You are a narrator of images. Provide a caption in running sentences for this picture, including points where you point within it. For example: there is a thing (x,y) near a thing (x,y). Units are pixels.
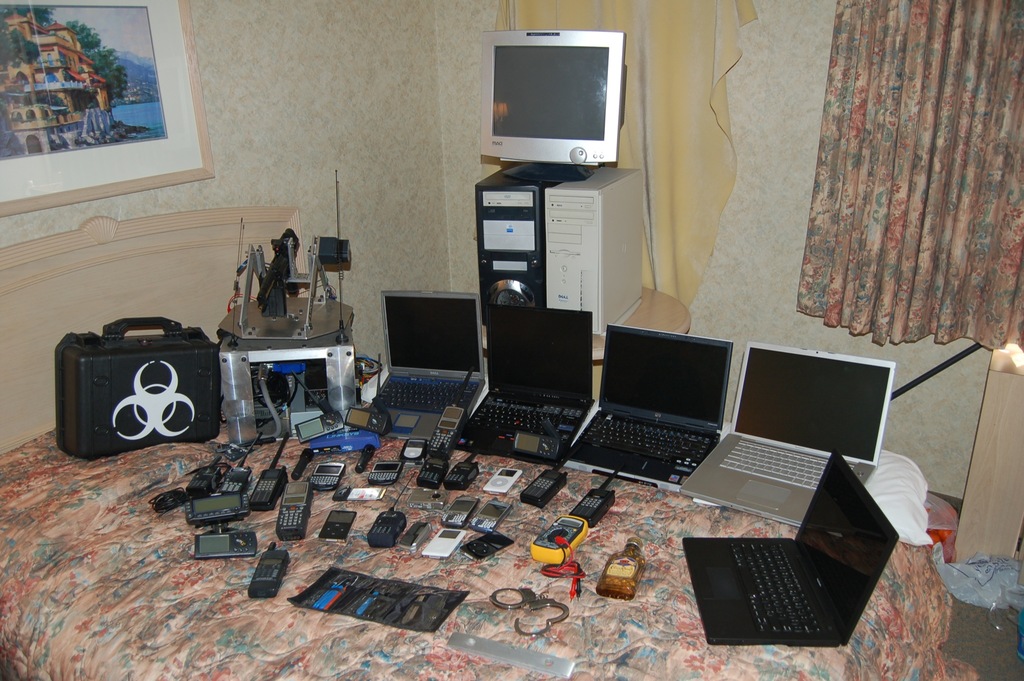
In the image there is a bed (258,460) with mobiles (203,489), laptops (465,398) and many other items (414,546). Behind the bed (283,604) there is a table (661,321) with CPU ́s (619,169) and monitors (595,118). In the background (687,97) there is a wall (742,262) with curtains (697,274) and also there is a frame (1,137).
